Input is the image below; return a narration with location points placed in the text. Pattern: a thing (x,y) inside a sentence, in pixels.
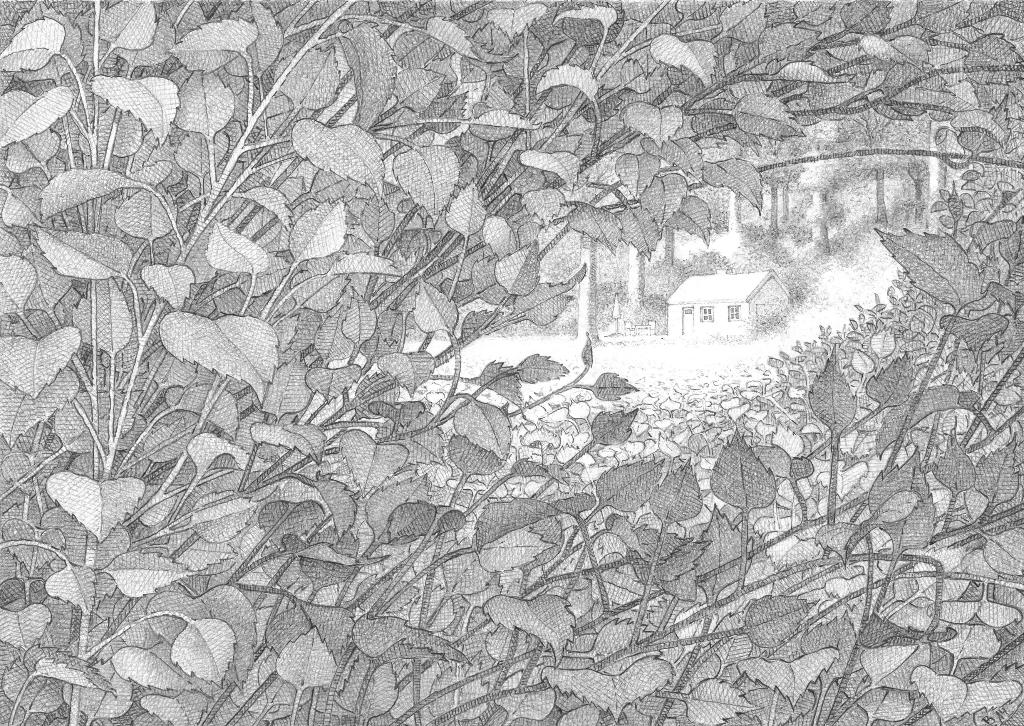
In the picture we can see a sketch drawing of full of plants (207,660) and from it we can see a house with a door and window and near to it we can see some plants (721,258), trees (768,220).
